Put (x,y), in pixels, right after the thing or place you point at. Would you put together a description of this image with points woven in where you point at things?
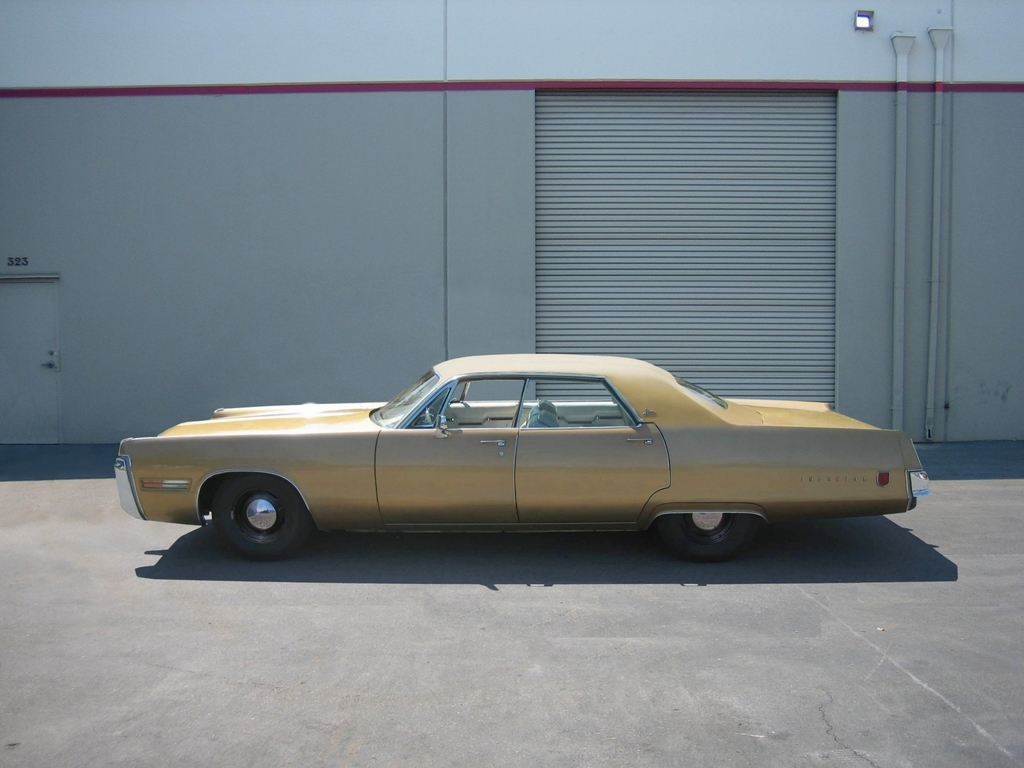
In this picture there is a car (611,397). At the back (941,434) there is a building (762,214) and there are pipes (899,201) on the wall (925,398). On the left side of the image (25,257) there is a door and there are numbers (10,260) on the wall (204,302). At the bottom (491,629) there is a road (835,686) and there is a shadow (459,553) of the car (448,453) on the road (246,610).
